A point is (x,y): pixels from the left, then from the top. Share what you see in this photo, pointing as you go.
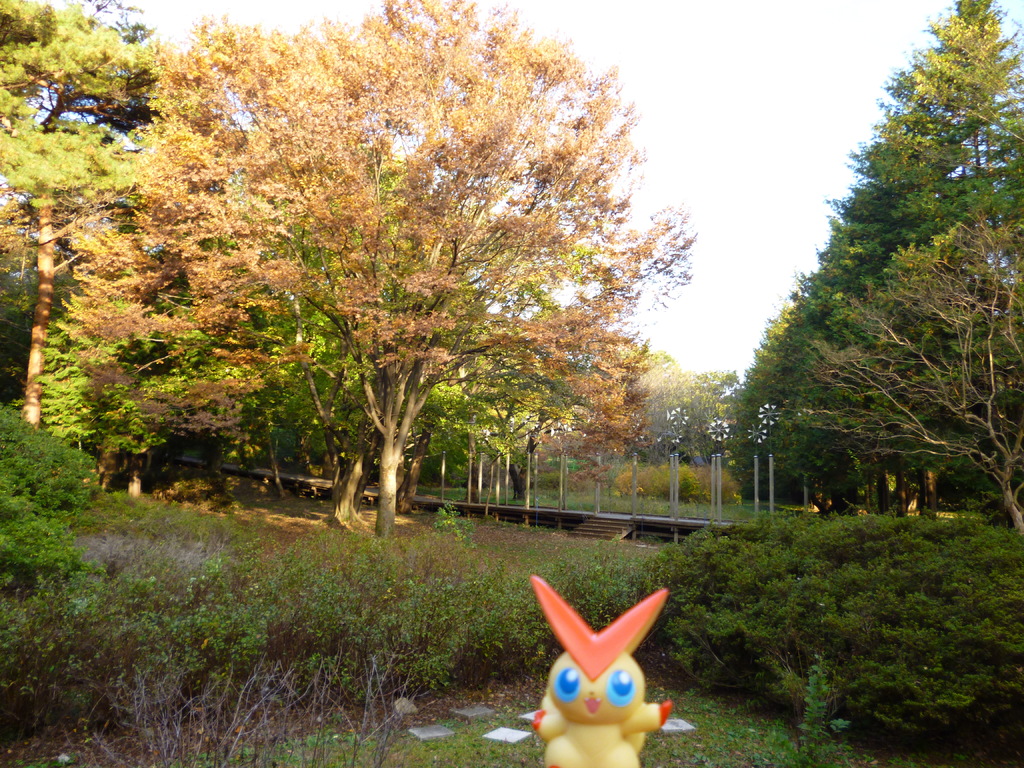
In this picture I can see a toy (549,756), there are plants (370,681), grass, there is a wooden bridge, there are trees (984,428), and in the background (776,141) there is the sky (719,210).
